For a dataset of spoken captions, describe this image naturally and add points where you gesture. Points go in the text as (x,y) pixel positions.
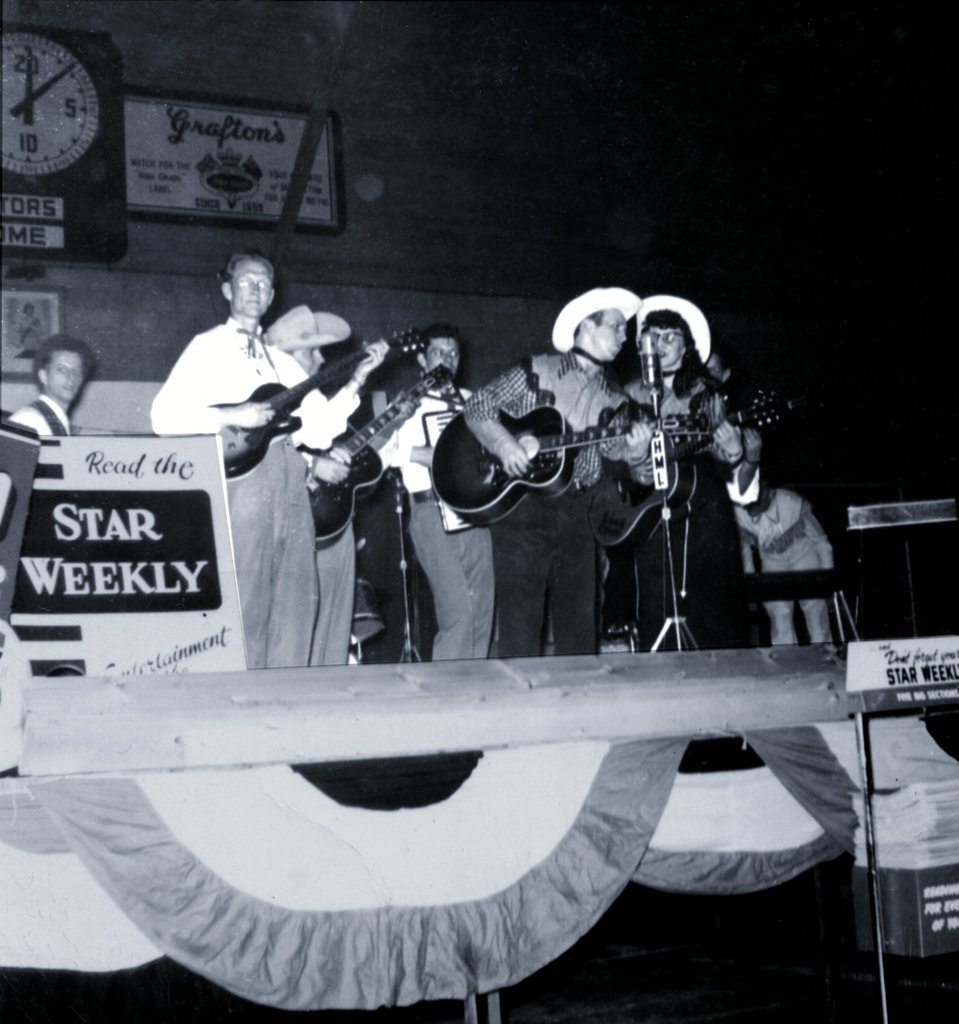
In the picture we can see an group of people (304,570) holding the guitars (651,485) and singing in the microphones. In the background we can see the wall clock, a person (65,364) and a hoarding (190,177). They are standing on the stage (64,764).
